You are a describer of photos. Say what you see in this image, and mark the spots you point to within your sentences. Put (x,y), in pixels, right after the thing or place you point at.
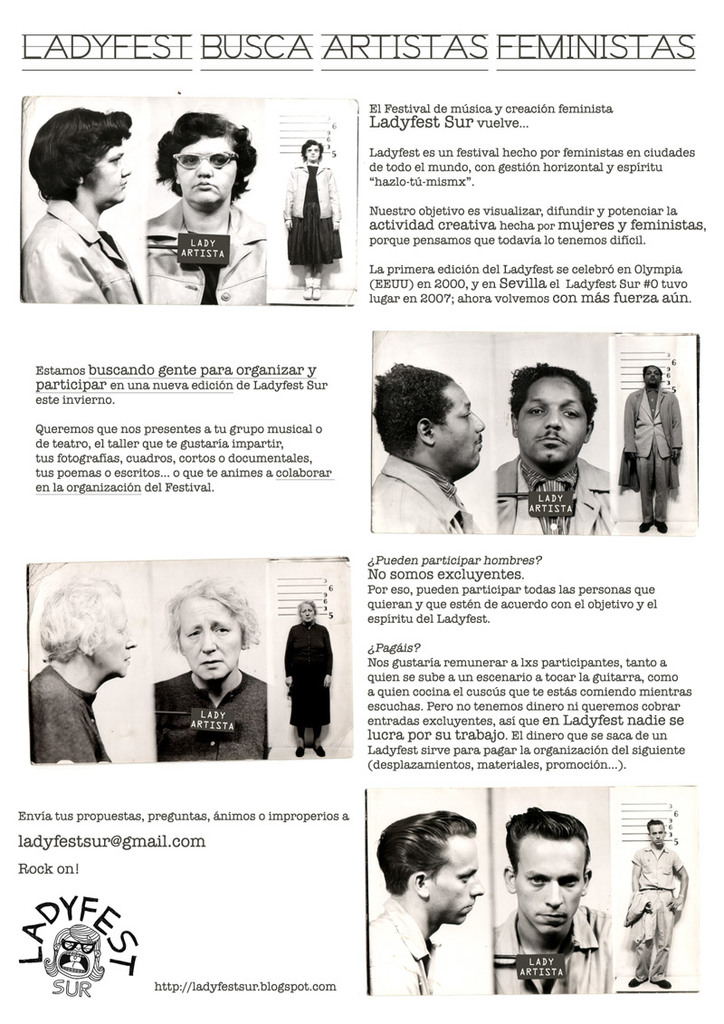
In this picture I can see a poster (429,535). There are images (510,902) of persons (106,186) and also there are words (512,219) on the poster (343,950).
